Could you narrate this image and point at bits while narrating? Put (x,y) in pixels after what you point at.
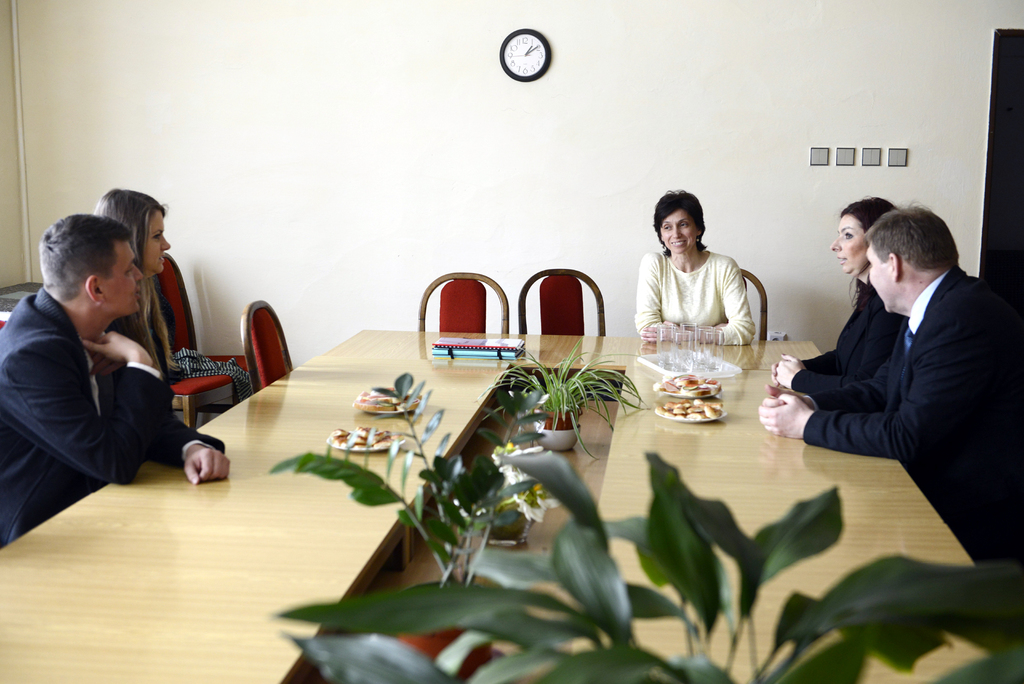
In this picture we can see three woman (144,334) and two men (906,376) sitting on chairs (230,383) and in front of them on table (401,362) we have plate (678,394) with food item (681,382) and tray (660,373) with glasses (662,343) in it, books (500,351) and in background (323,182) we can see wall (545,101), clock (519,30) and in front (592,551) plant (619,621).
